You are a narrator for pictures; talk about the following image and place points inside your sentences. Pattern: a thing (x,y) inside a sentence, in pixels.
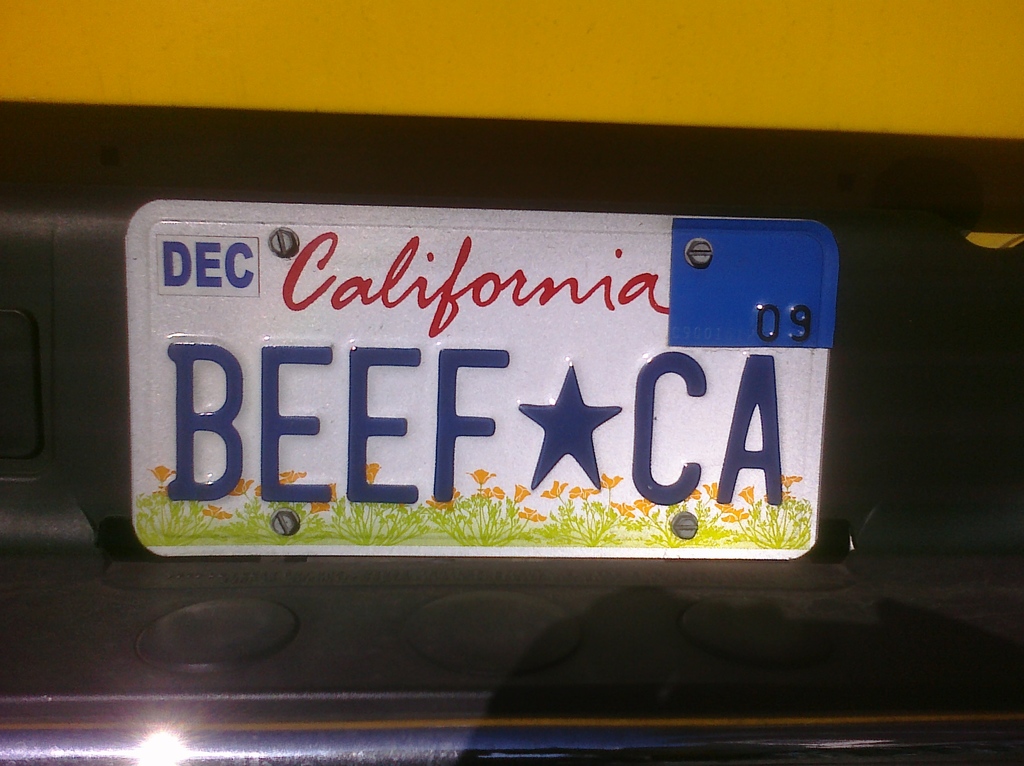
In the middle of the image (522,368) we can see a number plate (445,397) and we can find some text (400,268) on it.
